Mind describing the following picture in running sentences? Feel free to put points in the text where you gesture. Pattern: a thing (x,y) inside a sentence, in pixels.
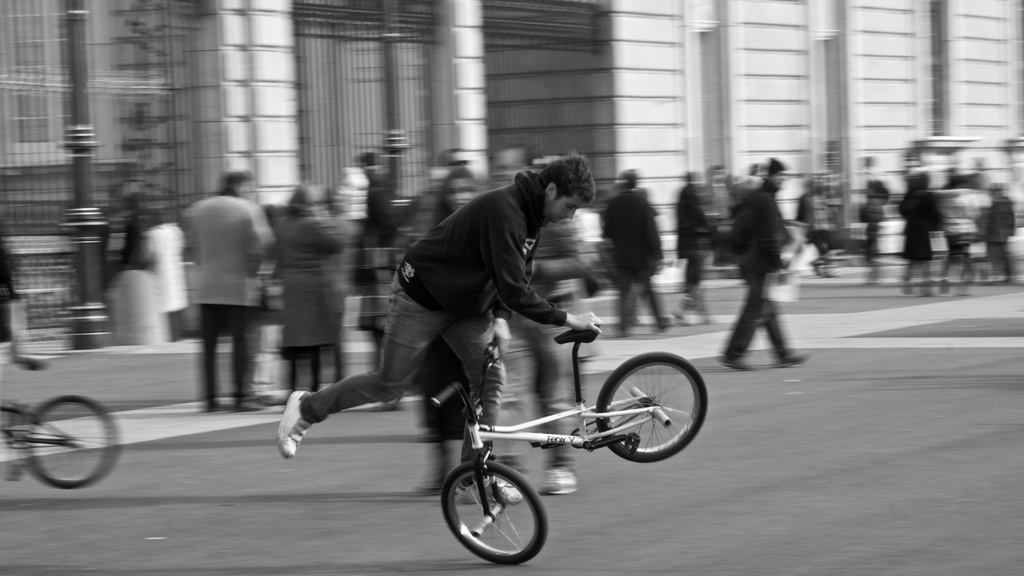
A man (516,224) is playing with a small bicycle (474,428) on a road (615,521). There are some people (530,357) walking behind him.
